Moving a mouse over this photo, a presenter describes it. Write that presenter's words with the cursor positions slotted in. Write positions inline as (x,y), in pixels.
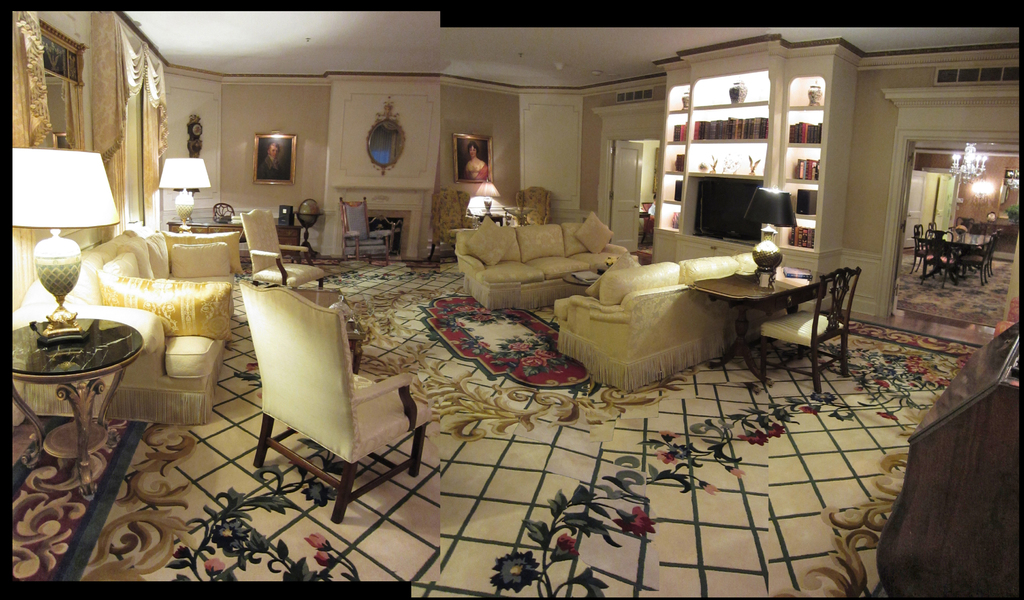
This is completely an inside view picture. Here we can see few empty chairs (413,416) and sofas (679,335) and pillows (121,292) and cushions (617,278). This is a cupboard (691,120) where books (680,135) and pots (687,102) are arranged in it. Here we can see photo frames (475,162) over a wall (238,150). These are curtains (145,95). We can see a table lamp (39,182) on the table (117,347). Here we can see a dining table (988,244) in another room (955,271) and this is a ceiling light (969,165), AC ducts (986,73).
